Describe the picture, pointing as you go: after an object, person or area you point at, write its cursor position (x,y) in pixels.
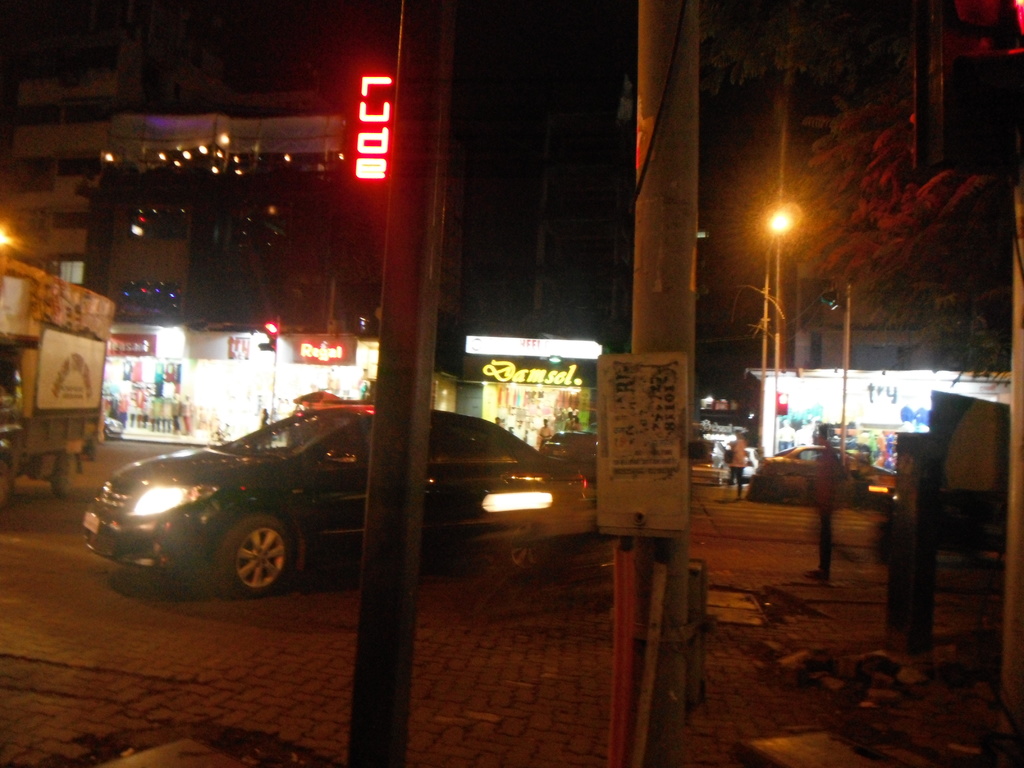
In this image I can see number of poles (392,481), number of boards (241,340), lights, few vehicles (14,390) and signal lights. I can also see something is written on these boards (551,348) and on the right side of this image (864,93) I can see a tree (833,41). I can also see this image is little bit in dark and in the background (501,276) I can see few buildings (336,275).
